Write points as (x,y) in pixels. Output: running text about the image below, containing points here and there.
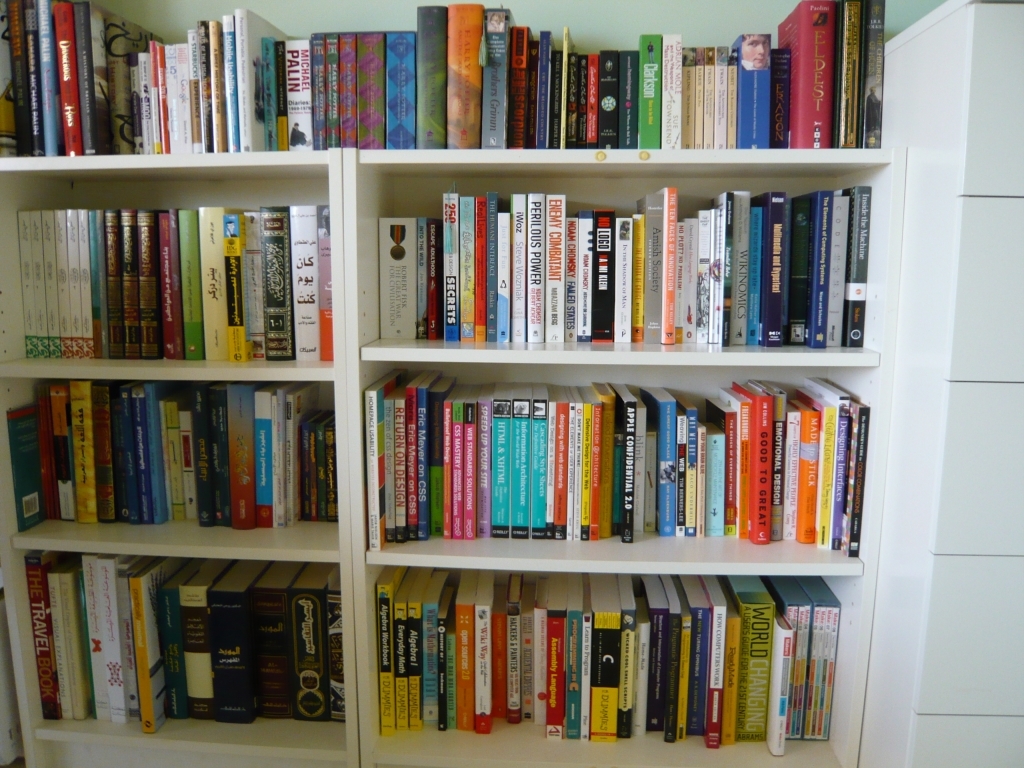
In this picture, we see the racks (437,363) in which many books (425,226) are placed. On the right side (894,423), we see a cabinet (940,463) in white color. In the background (709,11), we see a green wall (295,33).
